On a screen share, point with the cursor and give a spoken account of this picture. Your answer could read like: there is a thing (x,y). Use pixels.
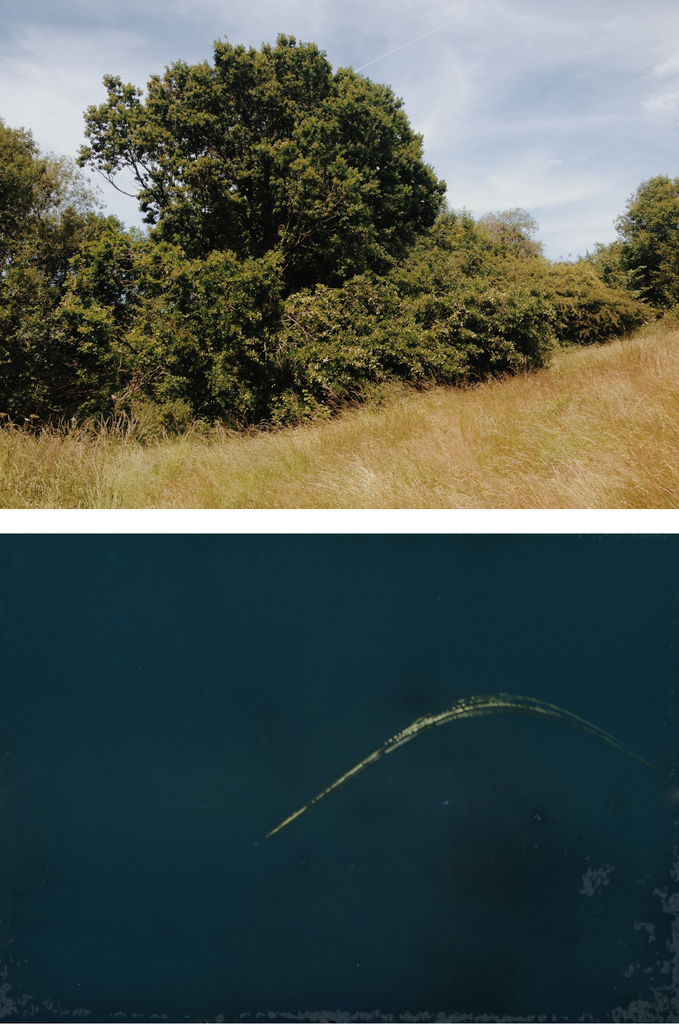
This is a collage image and here we can see trees (252,225), grass (382,427) on the ground (441,445) and we can see clouds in the sky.
